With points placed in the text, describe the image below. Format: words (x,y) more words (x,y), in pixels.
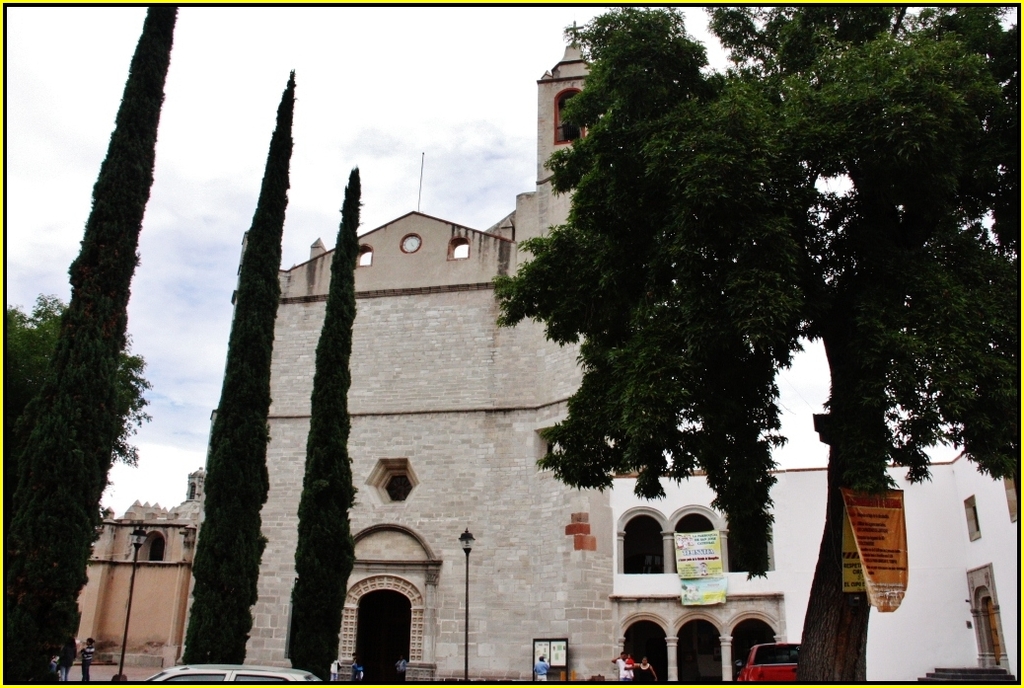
In this image we can see a few buildings (295,509), there are some trees (325,464), poles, vehicles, people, lights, posters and pillars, in the background (311,133) we can see the sky (438,38).
